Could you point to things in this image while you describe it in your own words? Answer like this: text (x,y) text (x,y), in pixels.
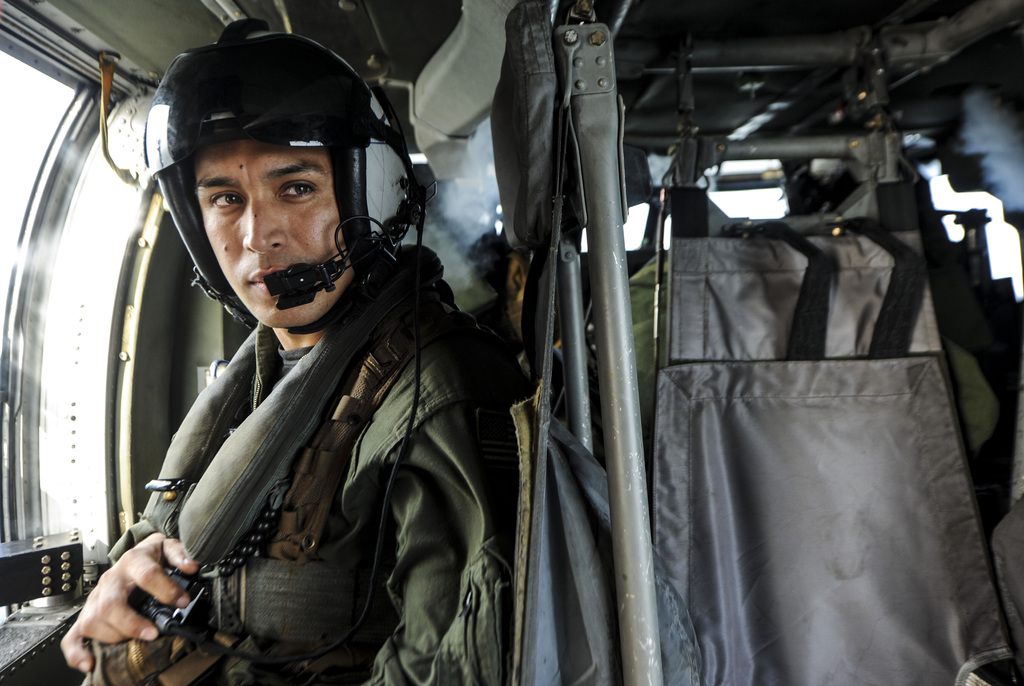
In this image we can see an inside view of a vehicle (725,28), there are windows (54,118) of the vehicle (77,280) towards the left of the image (31,117), there is a man (227,248) sitting inside a vehicle (50,196), he is wearing a helmet (219,123), there is a seat (682,208), there are objects (74,560) towards the left of the image (46,556).
